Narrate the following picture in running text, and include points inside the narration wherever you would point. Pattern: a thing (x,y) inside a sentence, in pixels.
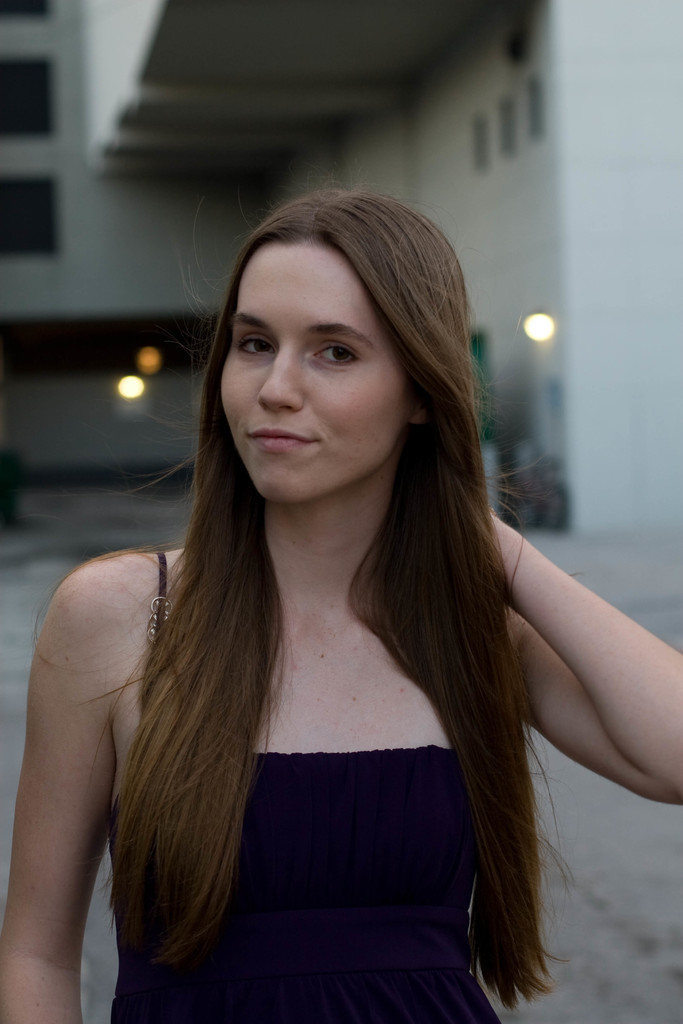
In this image I can see a woman (307,474) is standing and smiling. In the background (211,330) I can see a building (230,208), lights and other objects (539,485). The background of the image (508,403) is blurred.
